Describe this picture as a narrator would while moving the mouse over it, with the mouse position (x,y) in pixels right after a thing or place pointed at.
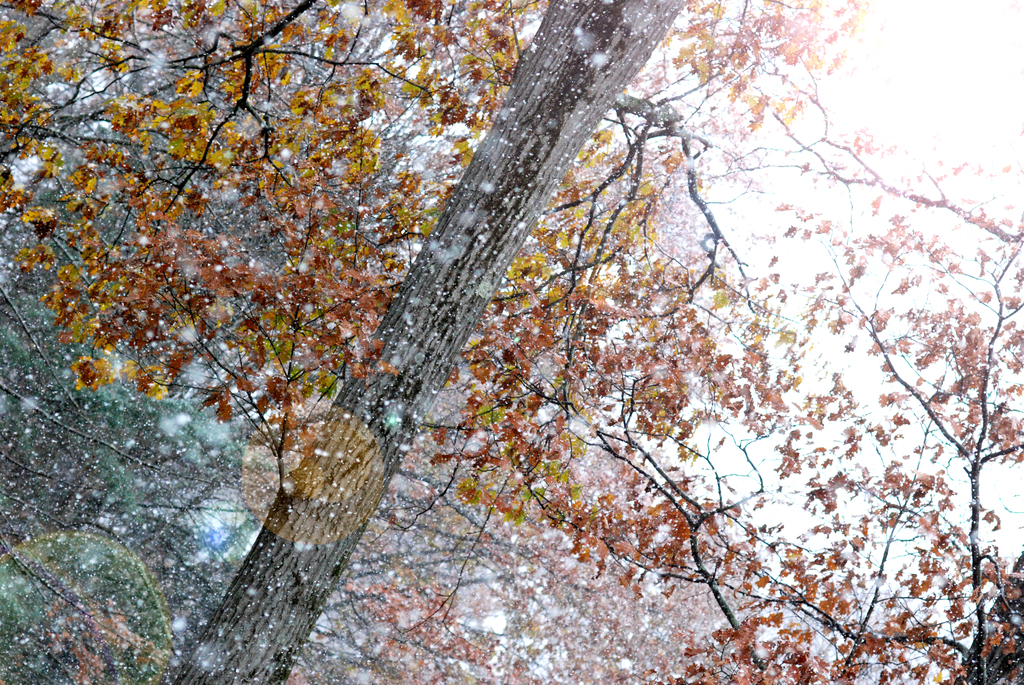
In this image we can see some trees (488,419) and the sky (968,18).
